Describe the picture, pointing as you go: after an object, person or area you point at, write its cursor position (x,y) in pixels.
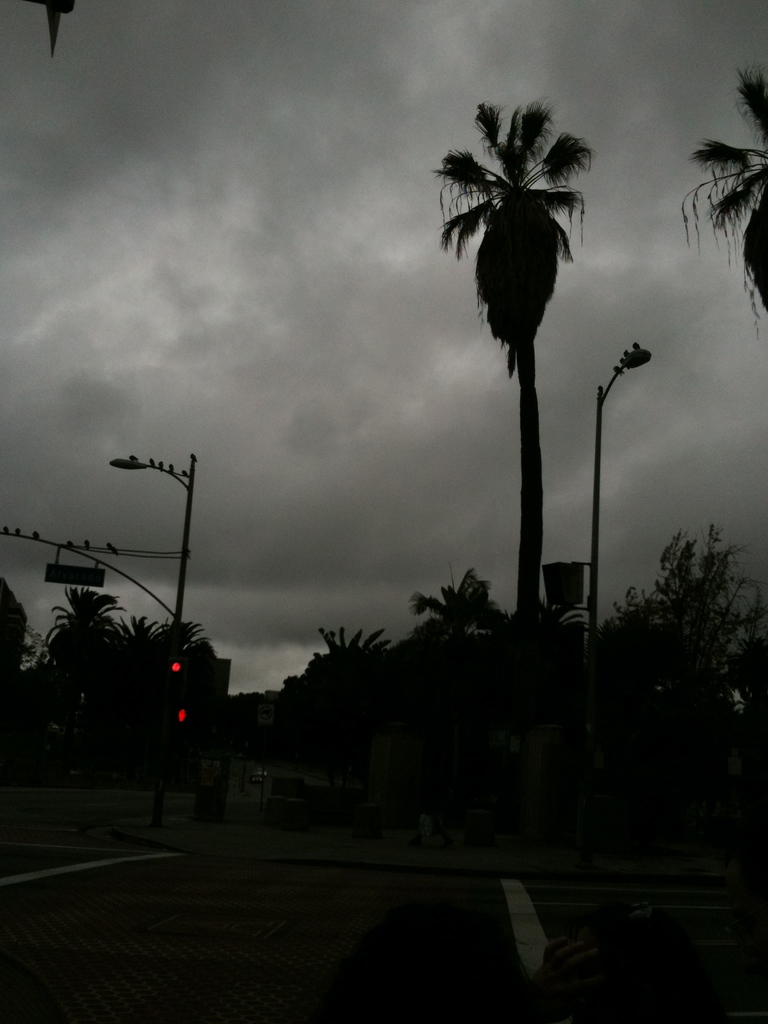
In this picture we can see the road (217,937), here we can see a traffic signal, poles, trees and some objects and we can see sky (703,285) in the background (755,603).
